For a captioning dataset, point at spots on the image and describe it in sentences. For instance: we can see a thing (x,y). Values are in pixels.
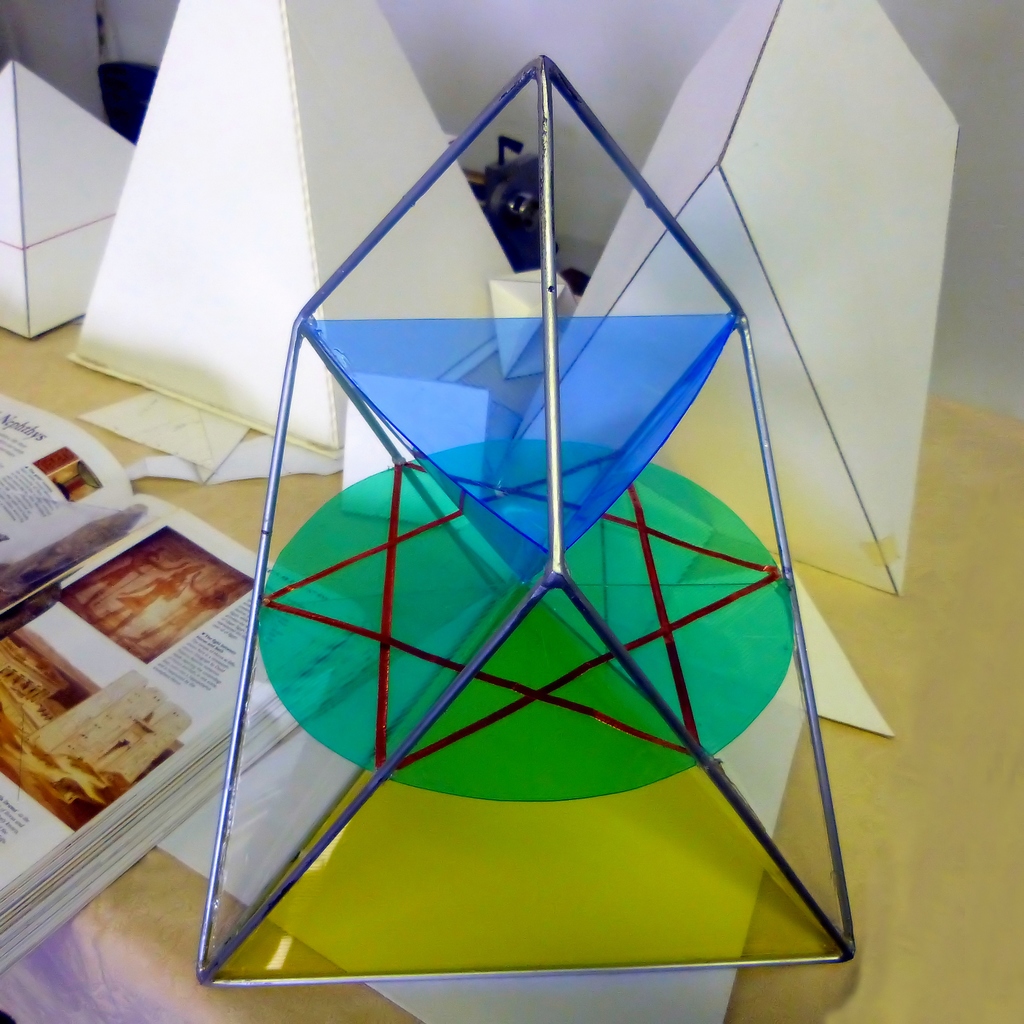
This picture consists of a colorful design pyramid (671,479) visible in the middle (669,376), in the background (913,121) I can see white color pyramids (818,123) and the wall (414,63), on the left side (104,480) I can see a book (143,671), in the book (19,611) I can see images (142,602) and text (202,674) visible on table (23,981).
